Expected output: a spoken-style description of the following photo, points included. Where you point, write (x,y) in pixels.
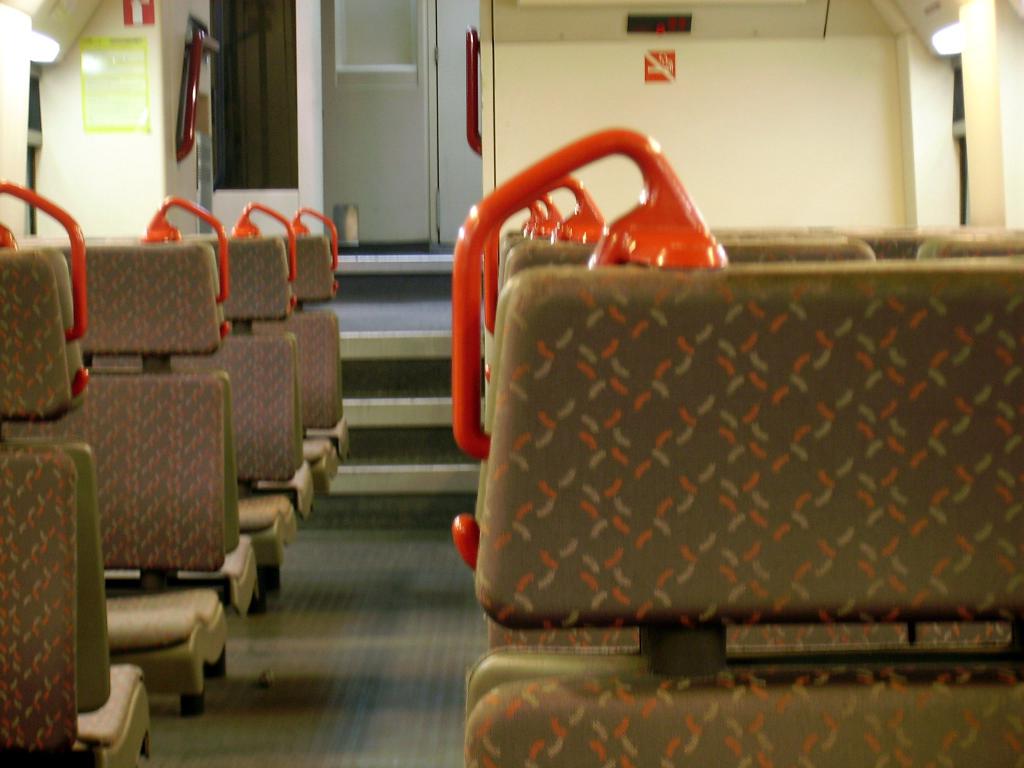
In this image, we can see some seats (76,509), we can see the white wall (711,79) and a door (362,172).
